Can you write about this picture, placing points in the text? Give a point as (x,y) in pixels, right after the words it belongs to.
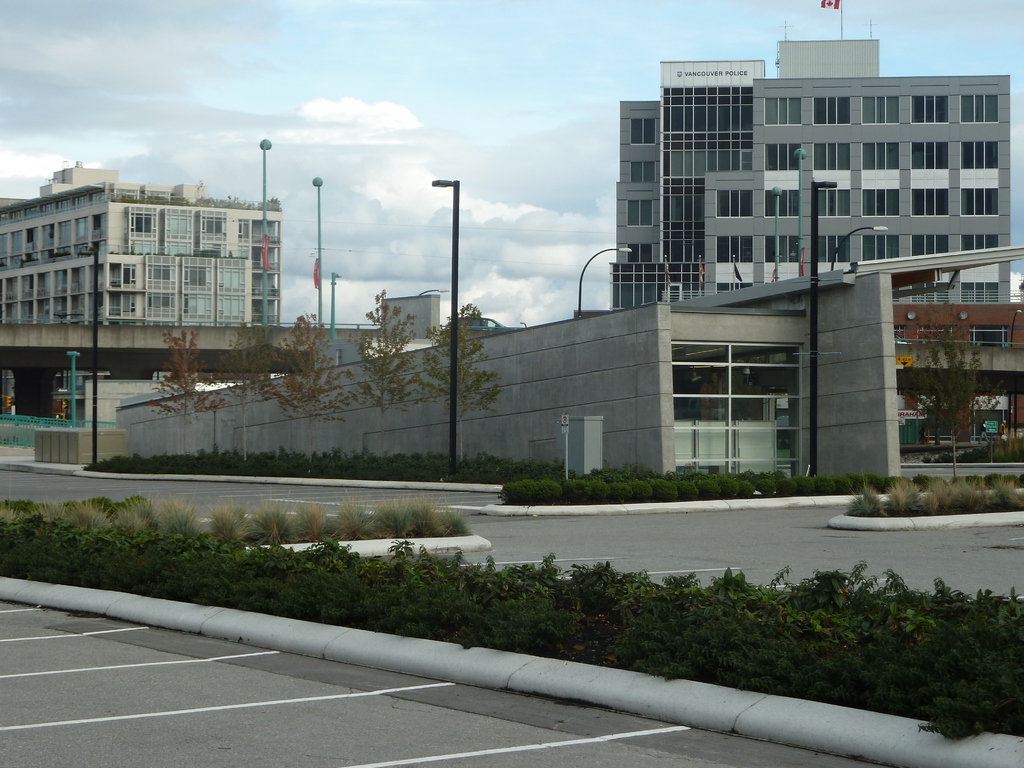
In the picture I can see street lights (451,278), plants (423,585), roads (207,695) which has white color lines (198,710) on them, trees (467,376) and some other objects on the ground (203,682). In the background (374,183) I can see the sky (359,129) and buildings (88,237).
